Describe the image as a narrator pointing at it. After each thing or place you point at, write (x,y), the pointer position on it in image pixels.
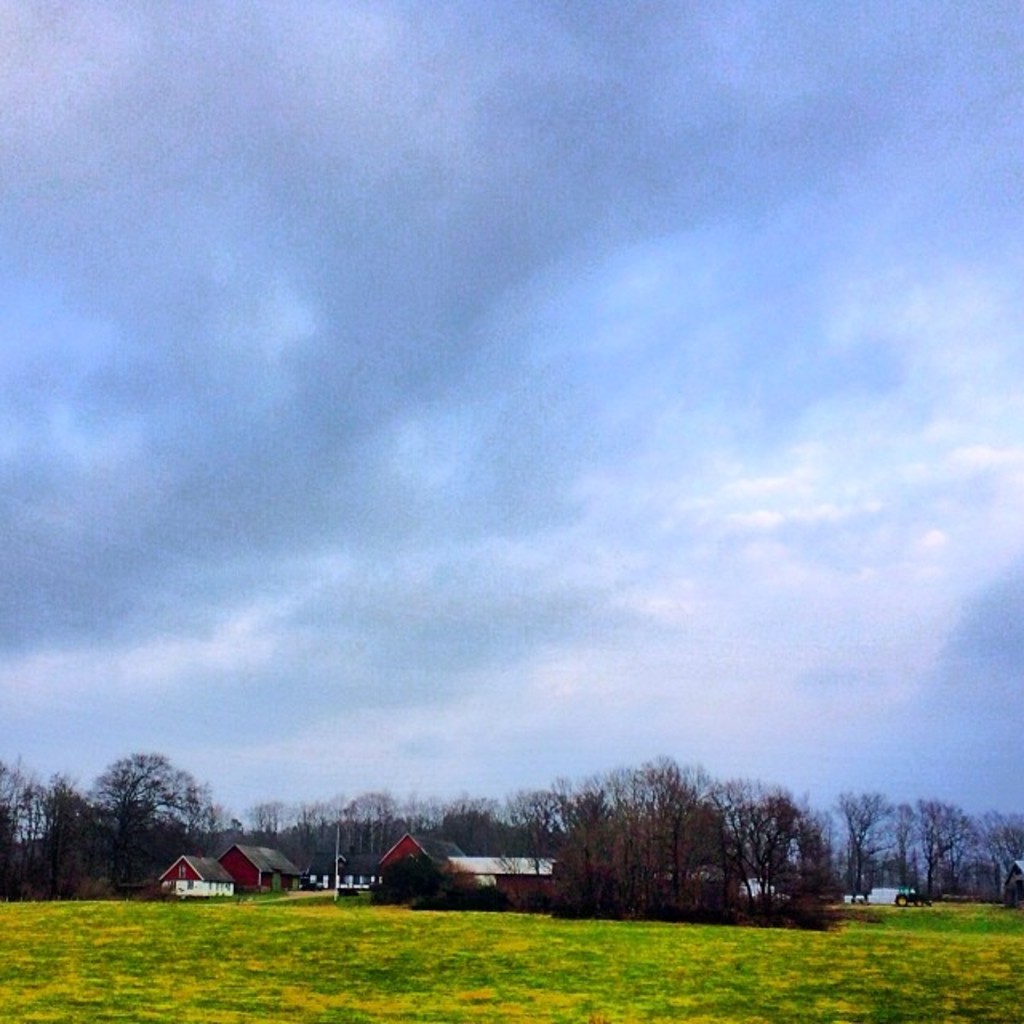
There is grass (170,913) on the ground (511,960). In the background (547,905), there are houses (511,873), there are trees (605,806) and there are clouds (576,362) in the blue sky (594,372).
